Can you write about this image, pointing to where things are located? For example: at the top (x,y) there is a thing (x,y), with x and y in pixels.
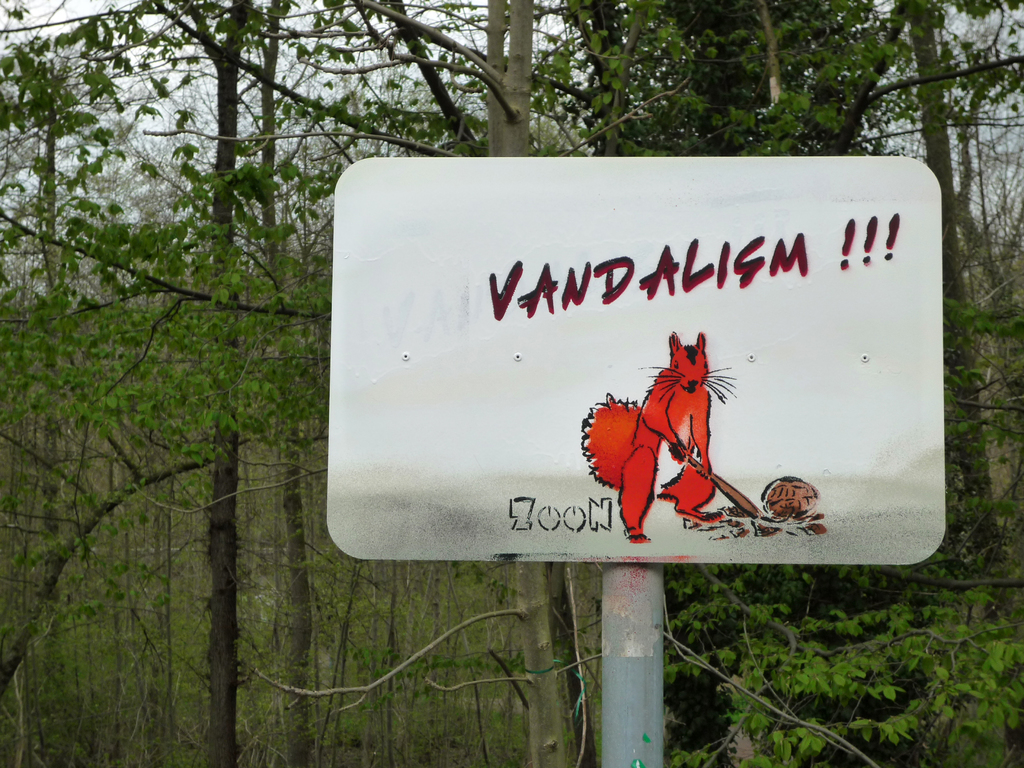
In this picture we can see a board (595,491) on pole (607,627). In the background of the image (598,119) we can see trees (863,34) and sky (144,98).
